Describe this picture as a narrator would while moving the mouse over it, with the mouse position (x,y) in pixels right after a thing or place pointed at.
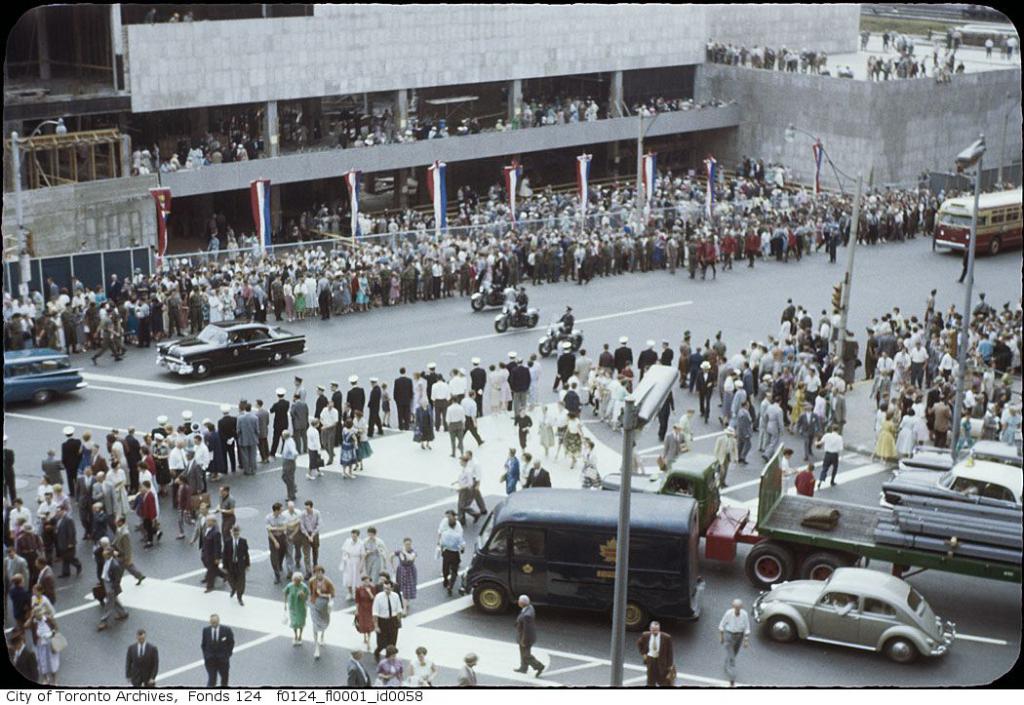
In this image I can see some people (424,430) and the vehicles (798,628) on the road (471,348). In the background (501,159), I can see the buildings (495,177).
